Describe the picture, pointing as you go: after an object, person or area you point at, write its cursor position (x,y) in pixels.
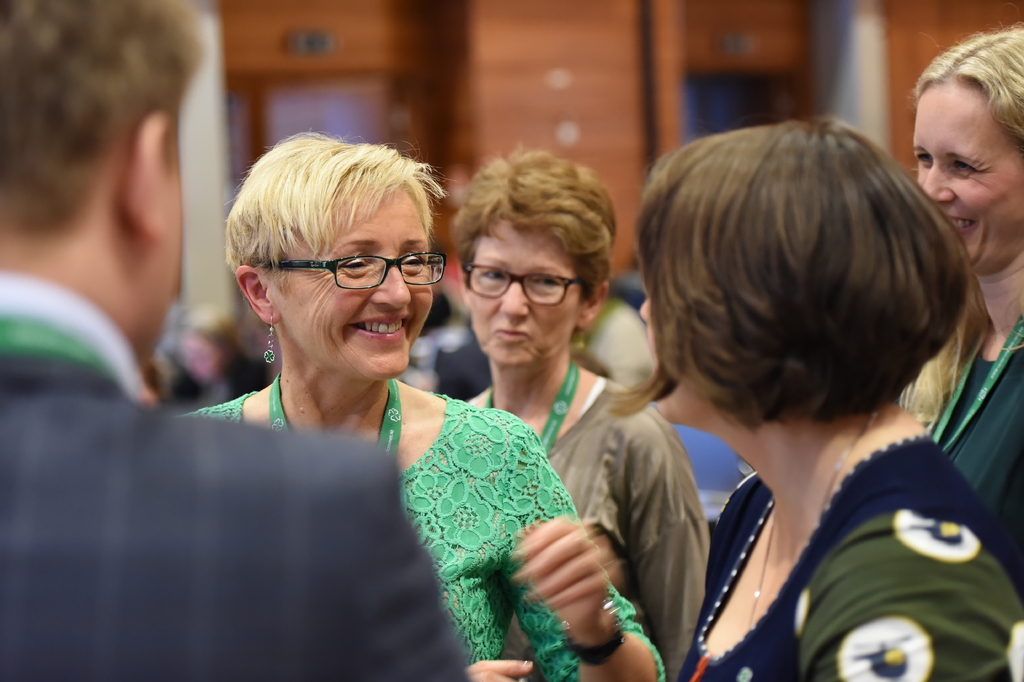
In the image, there are group of people (470,421) standing in a room (591,45), they are talking to each other and smiling. Most of them are wearing green id cards (395,395) and the background of these people (360,322) is blur.
